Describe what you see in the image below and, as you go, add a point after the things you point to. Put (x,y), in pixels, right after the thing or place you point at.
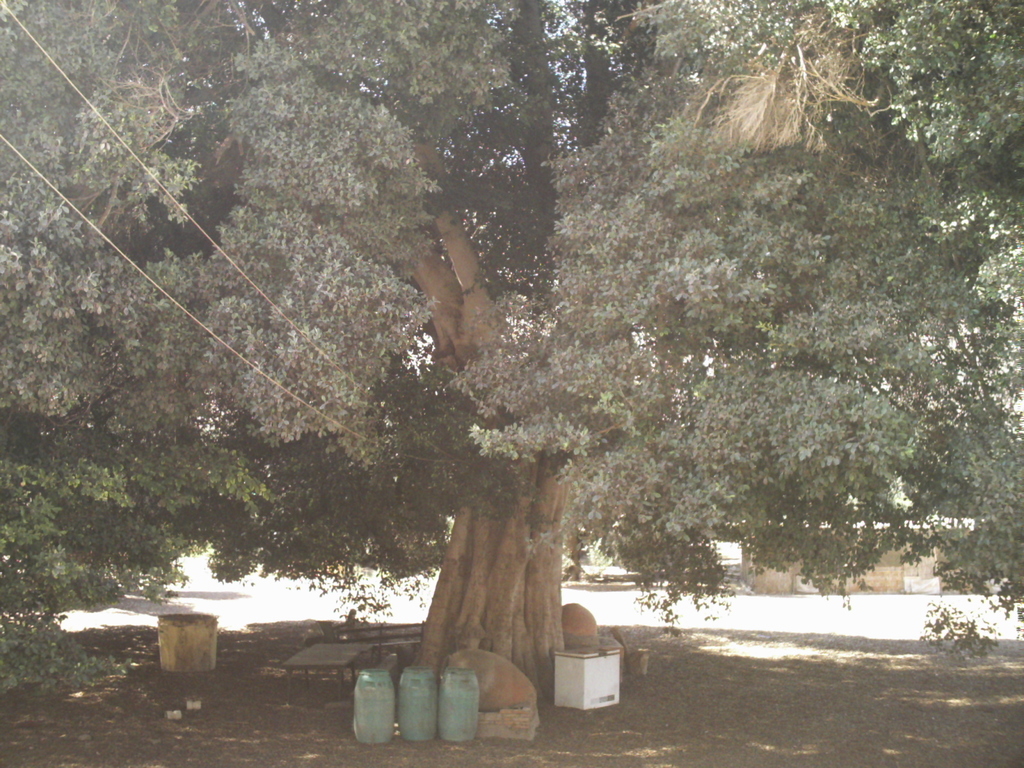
In this image there is a tree (551,307) on the ground (830,713). In front of the tree (475,638) there are boxes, barrels (421,689) and benches (343,650). Behind the tree (506,648) there is a house (879,572).
